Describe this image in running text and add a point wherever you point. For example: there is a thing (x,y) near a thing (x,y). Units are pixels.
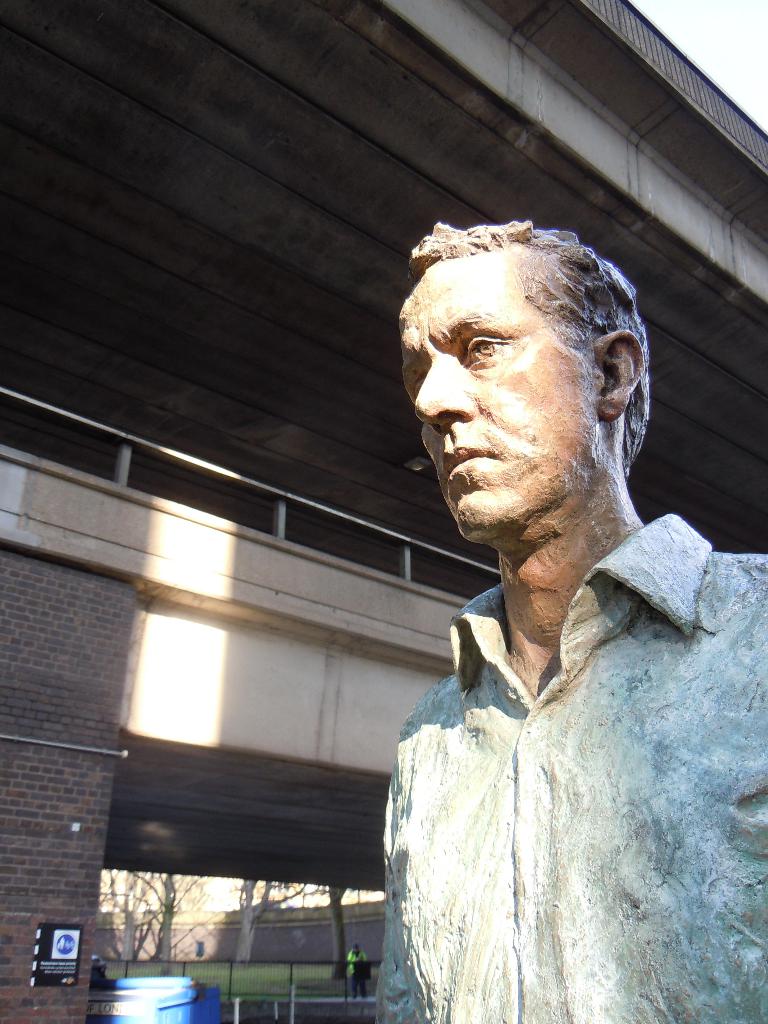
In front of the image there is a depiction of a person (557,511). Behind him there is a metal fence (312,995). There are a few other people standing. There is some blue color object (180,992). In the background of the image (303,933) there is a wall (259,940). There are trees (243,909). There is a building (252,416). There is a railing (491,570).
